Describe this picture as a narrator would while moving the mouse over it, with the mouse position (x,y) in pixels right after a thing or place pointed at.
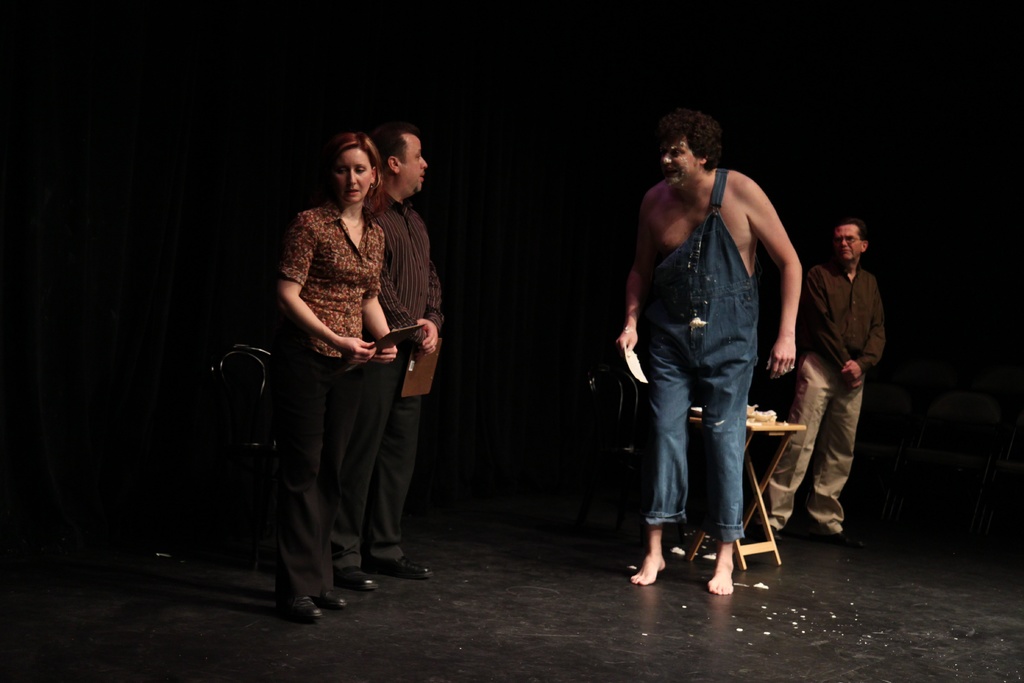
In this image we can see a group of people (310,467) standing. In that a man (368,429) and a woman (304,481) are holding the pads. We can also see a table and some chairs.
